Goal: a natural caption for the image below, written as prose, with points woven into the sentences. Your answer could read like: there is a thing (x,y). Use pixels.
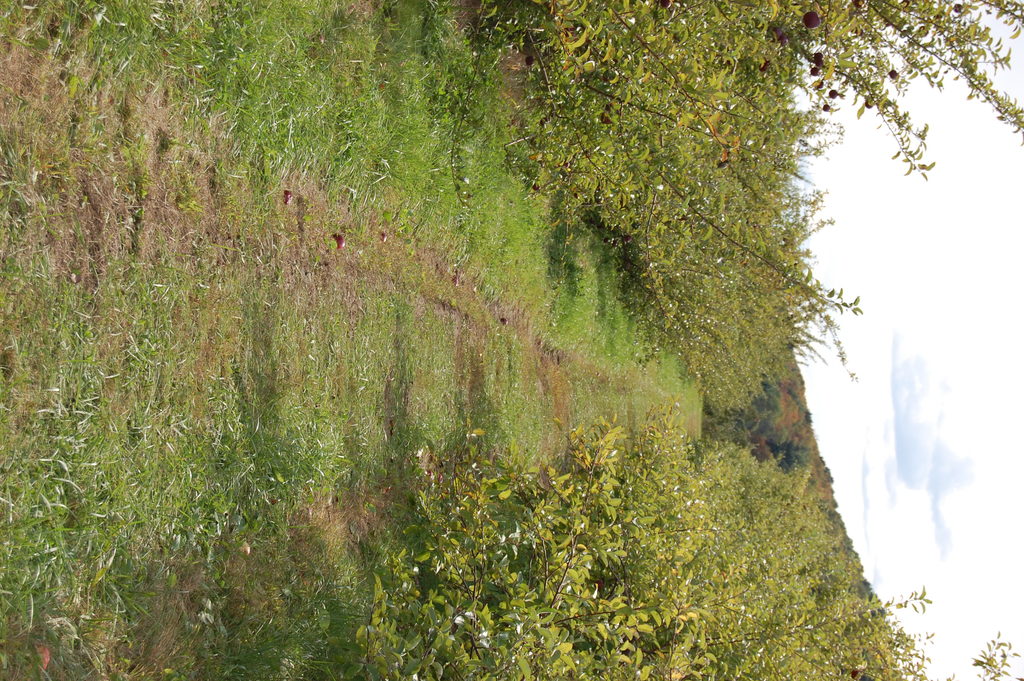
In this image we can see grass (387,465), plants (539,472), and trees (854,604). On the right side of the image (897,311) we can see sky (900,474) with clouds (876,541).
